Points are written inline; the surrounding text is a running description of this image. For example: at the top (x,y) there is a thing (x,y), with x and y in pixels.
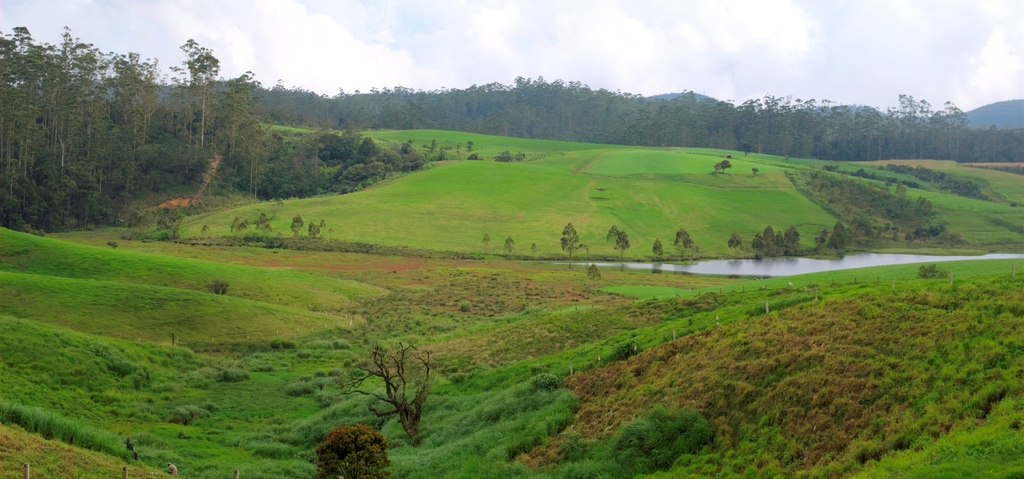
In this image we can see a group of trees (874,147). In the center of the image (643,284) we can see the grass (503,395) and the water (846,263). At the bottom of the image (495,411) we can see a person (176,474), some plants (223,478) and some poles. On the right side of the image (998,113) we can see some hills (976,113). At the top of the image (444,23) we can see the sky (418,7).
